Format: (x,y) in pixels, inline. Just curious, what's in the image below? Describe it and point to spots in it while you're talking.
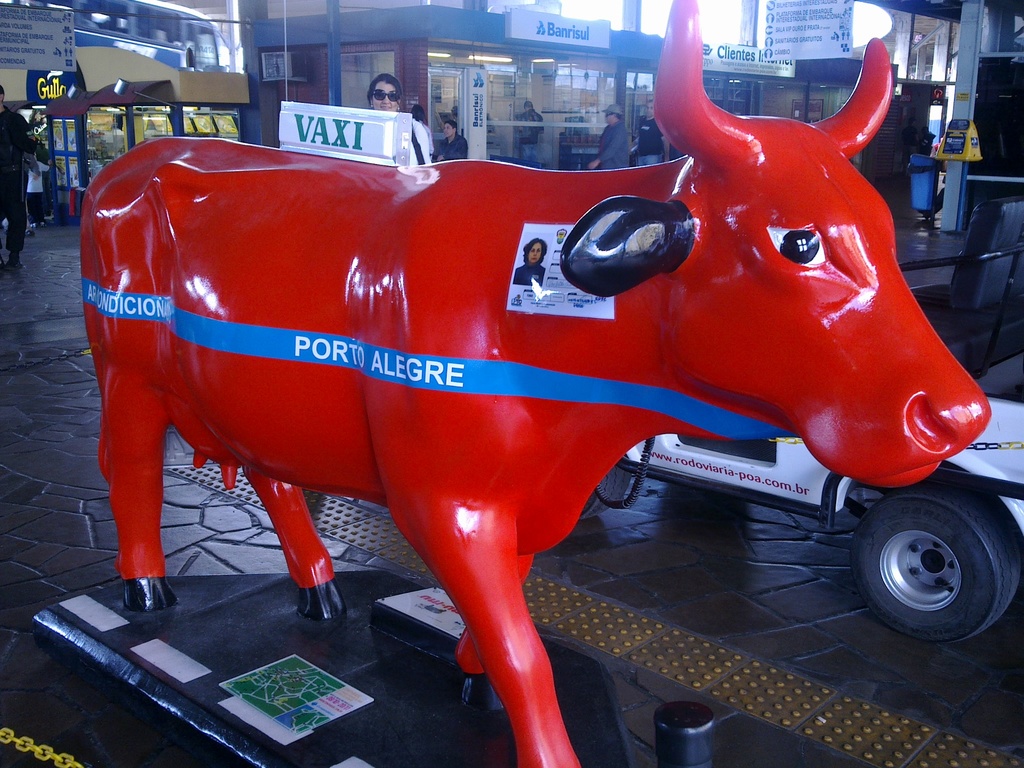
In this image I can see the ground (55,473), a red colored statue (259,400) of an animal (476,303), few persons (20,169) standing, few vehicles (925,499) and few buildings (91,143). In the background (770,13) I can see few boards (744,52) and the sky (724,25).
